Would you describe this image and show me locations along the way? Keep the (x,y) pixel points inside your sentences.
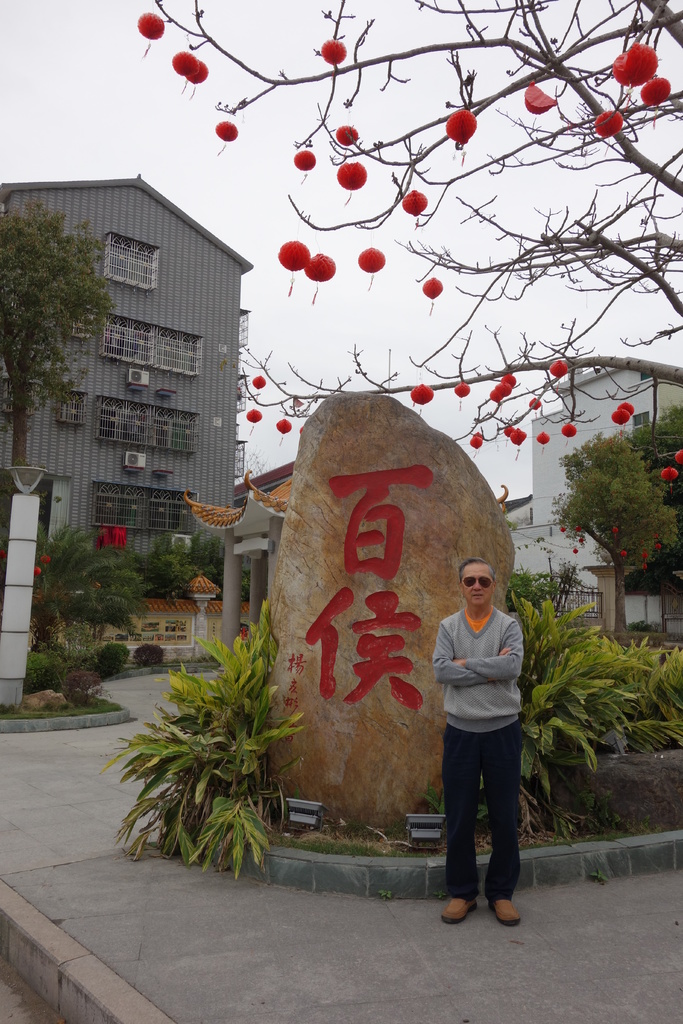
This image consists of a man (447,694) standing on the road (298,920). Behind him, there is a stone (334,442). On which there is text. In the background (187,250), there is a building (128,294). To the right (637,452), there is a tree (593,468) along with the lanterns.
